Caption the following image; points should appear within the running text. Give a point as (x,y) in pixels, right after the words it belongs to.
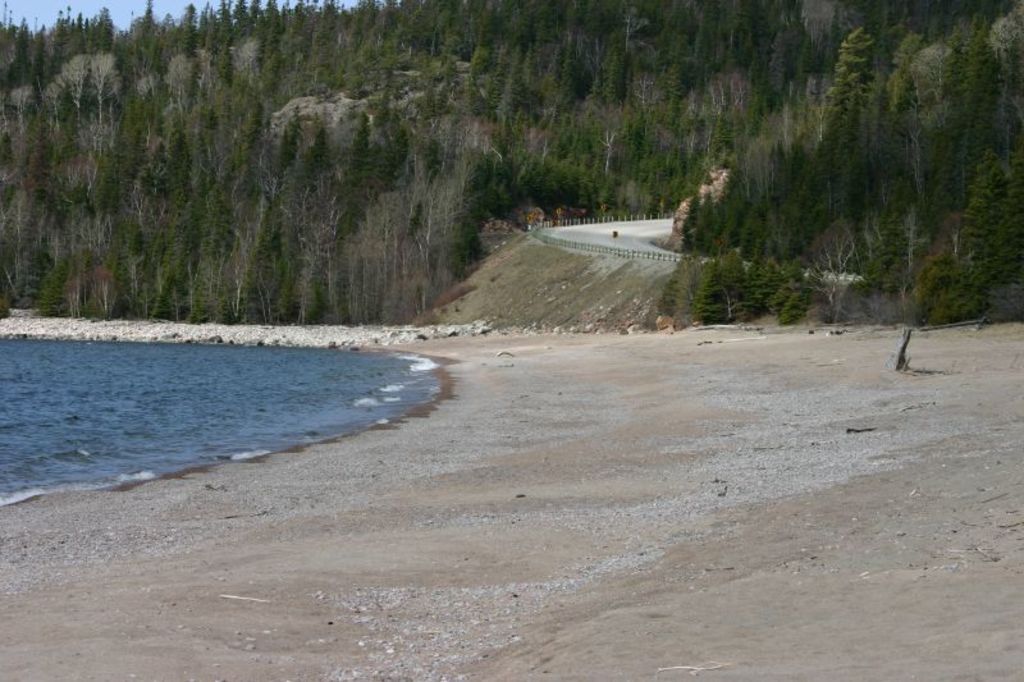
This is the sea (181,426) with the water (309,408). This looks like a seashore (564,421). These are the trees (536,84). I think this is the hill (529,266). I can see the road (604,229).
